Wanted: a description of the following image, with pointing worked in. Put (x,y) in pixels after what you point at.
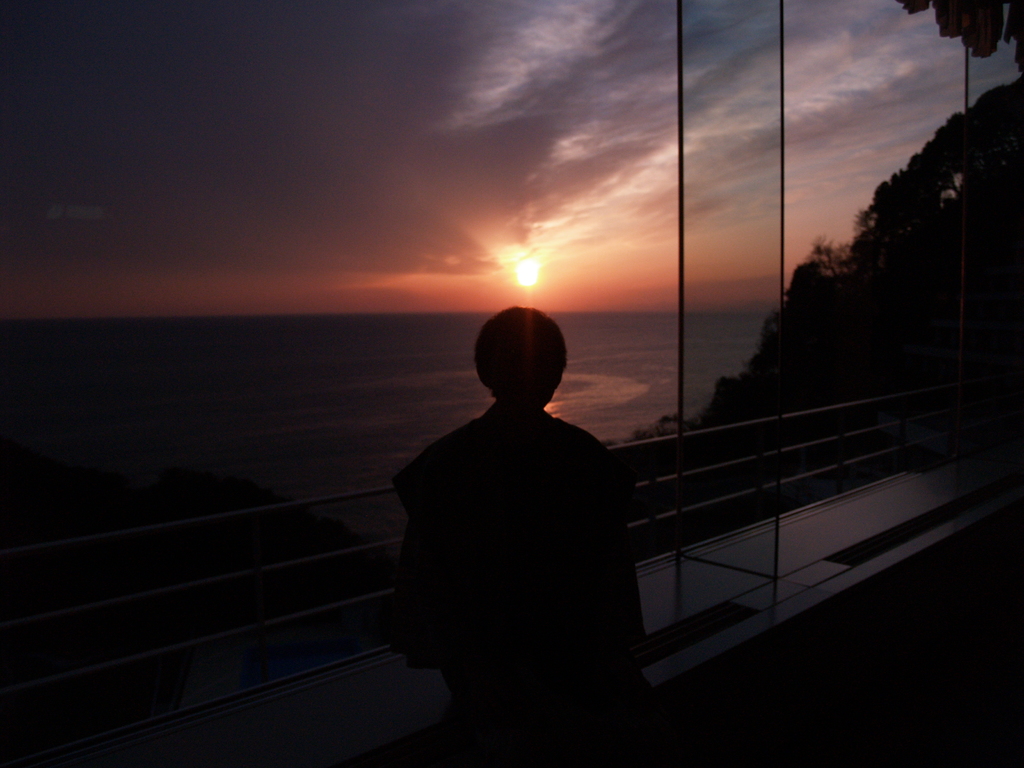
In this image we can see a person (510,668) standing, there are some trees (138,549), water (118,425) and the fence (355,547), in the background (490,254), we can see the sun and the sky (471,268) with clouds (767,31).
